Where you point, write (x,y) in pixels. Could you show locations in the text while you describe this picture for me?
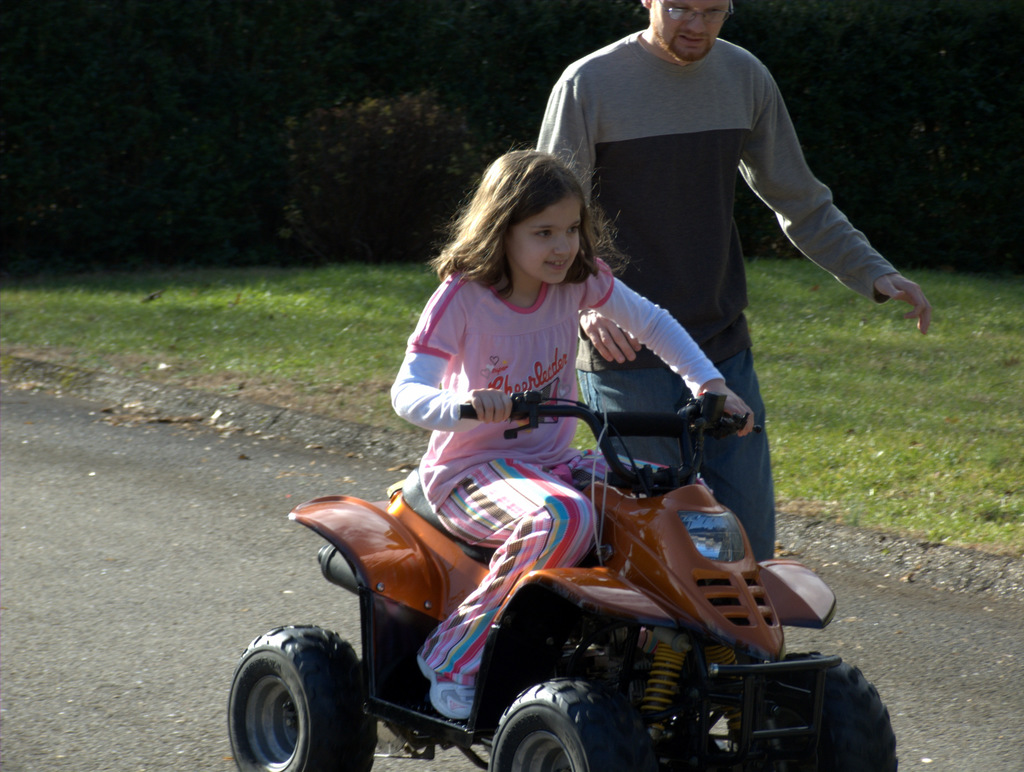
Here we can see a man (766,455) and a girl (518,297). He has spectacles (715,15) and she is riding a bike (483,673) on the road (95,704). This is grass (958,461). In the background (77,156) there are trees (437,103).
